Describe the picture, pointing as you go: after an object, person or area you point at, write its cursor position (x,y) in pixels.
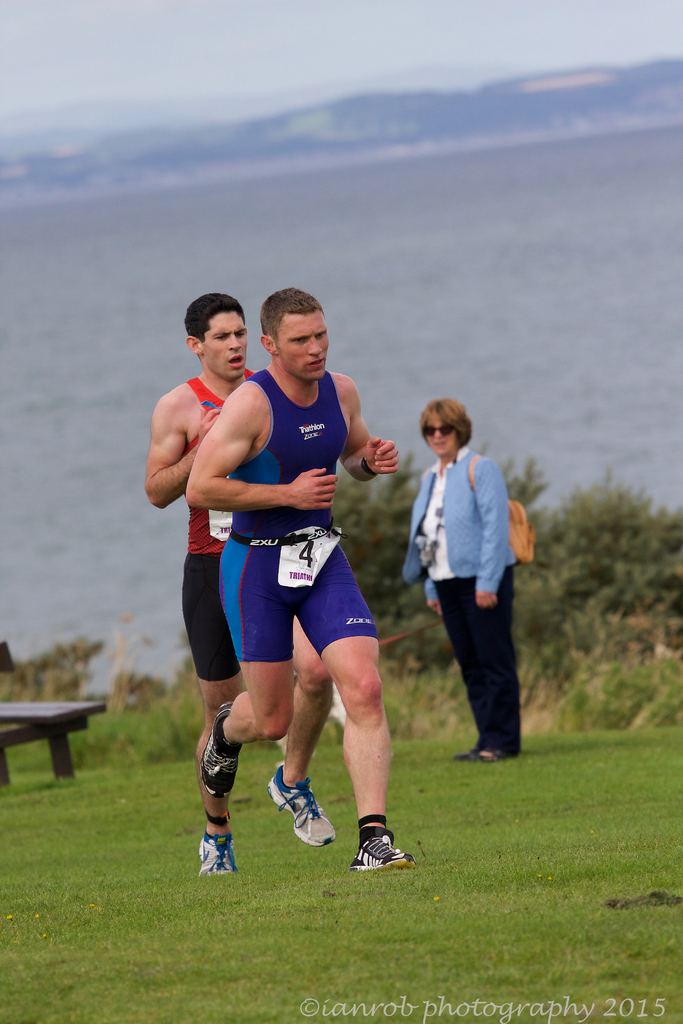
In this image we can see two men (350,652) are running. One woman (476,555) carrying a bag (523,528) is standing on the grass field (545,844). In the left side of the image (46,725) we can see a bench (25,723). In the background (403,223), we can see group of trees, water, mountains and the sky (294,63).
